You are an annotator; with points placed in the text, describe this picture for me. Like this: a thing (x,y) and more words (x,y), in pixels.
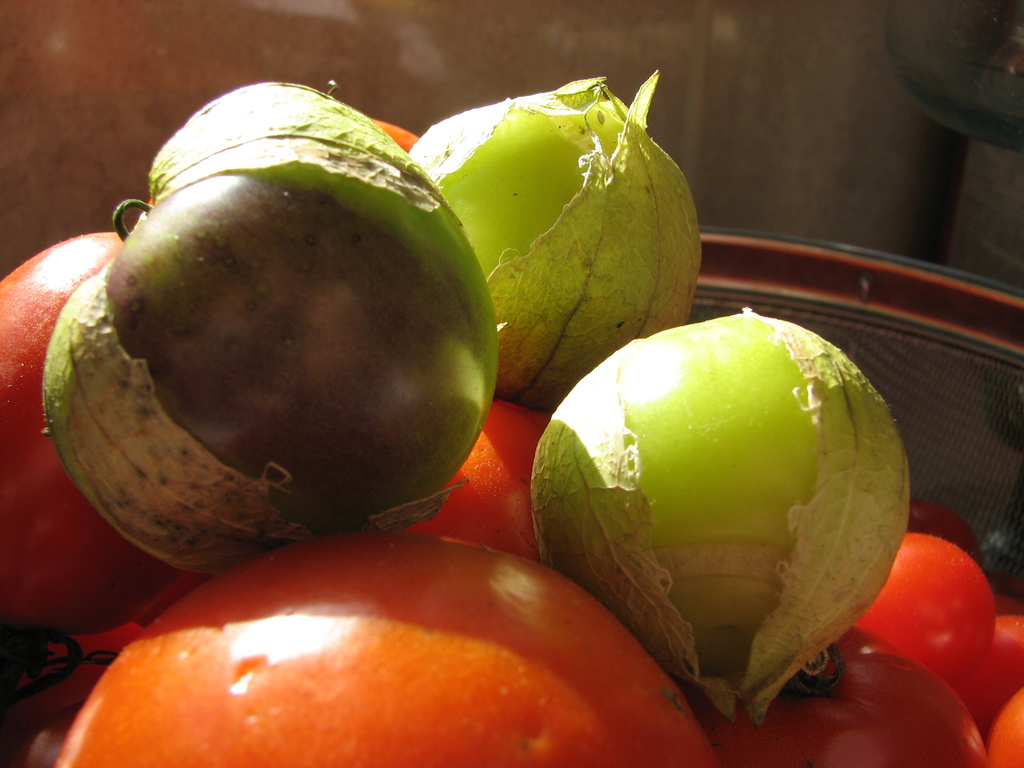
In this picture we can see tomatoes (822,656) and other things (623,409) in the bowl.
